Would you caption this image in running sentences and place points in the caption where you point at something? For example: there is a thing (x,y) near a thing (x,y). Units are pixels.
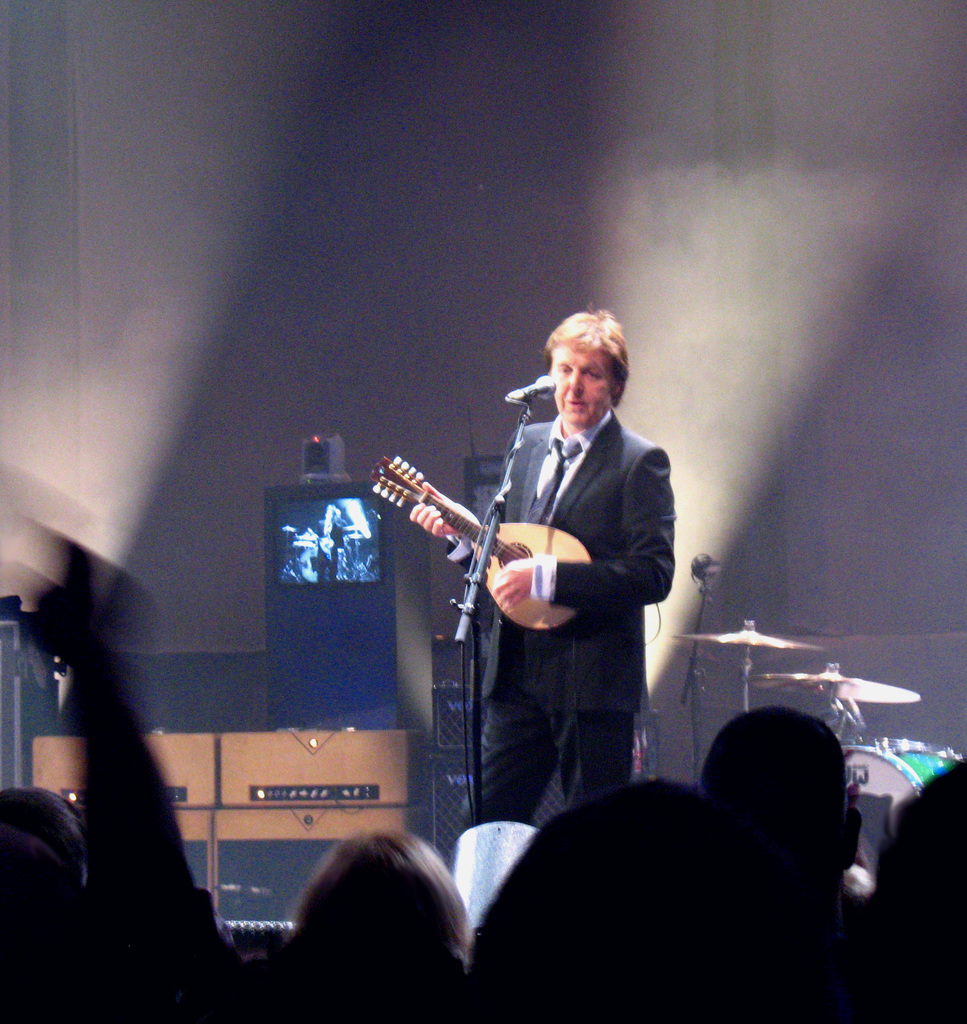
In this image I can see a man (582,517) is playing guitar (519,556) in front of a microphone (527,388) on a stage (714,652). I can also see there are few people (521,890) and other musical instruments (822,681).
